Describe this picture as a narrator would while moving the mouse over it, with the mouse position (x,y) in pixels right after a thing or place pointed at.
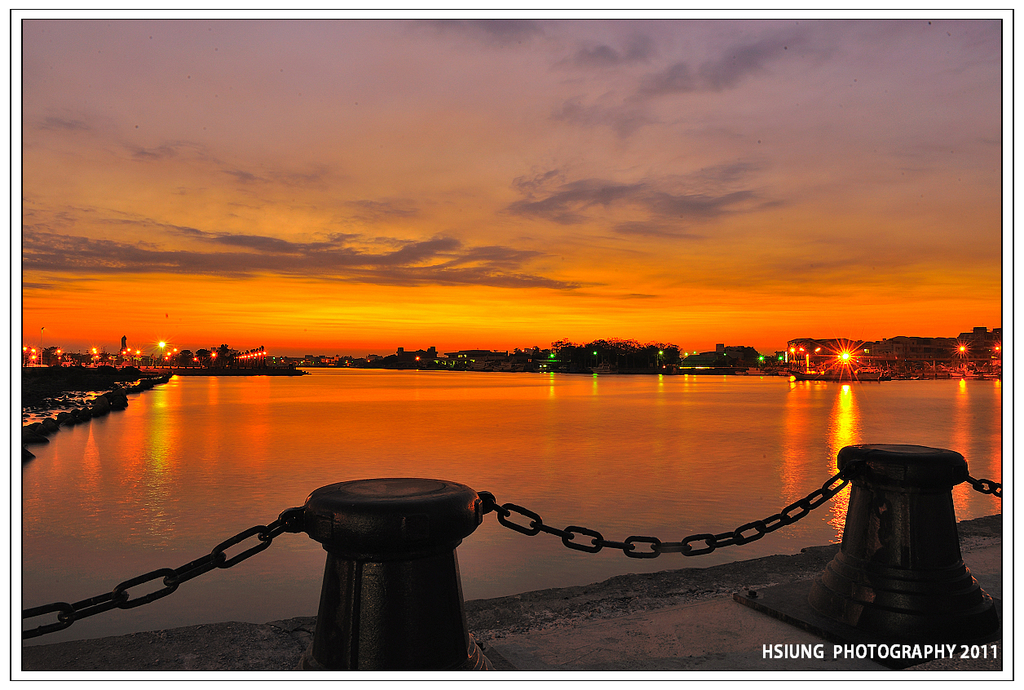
At the bottom of the image (394,613) there are small poles (393,579) with chains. Behind the wall (667,572) there is water (300,420). In the background (133,358) there are trees (120,357) and lights (62,349). At the top of the image (141,128) there is a sky (405,217) with clouds (336,244). At the bottom right corner of the image (993,658) there is a name (988,645).
